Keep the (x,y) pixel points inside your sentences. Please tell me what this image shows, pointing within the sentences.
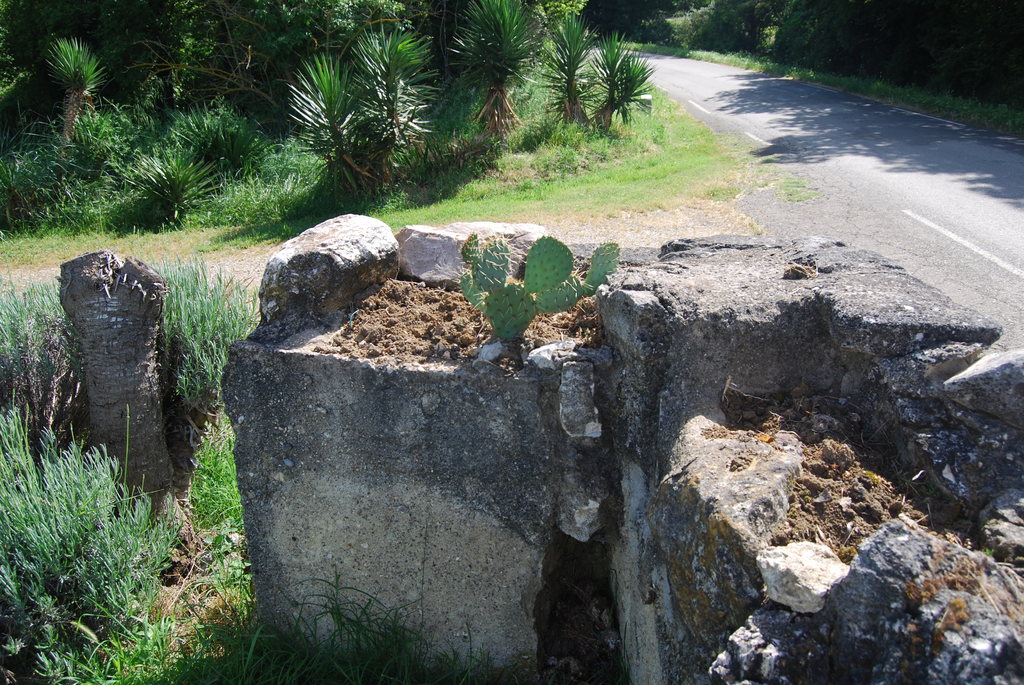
In this picture we can see a road (882,168), beside this road (835,202) we can see stones (422,417), grass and trees (904,24).
